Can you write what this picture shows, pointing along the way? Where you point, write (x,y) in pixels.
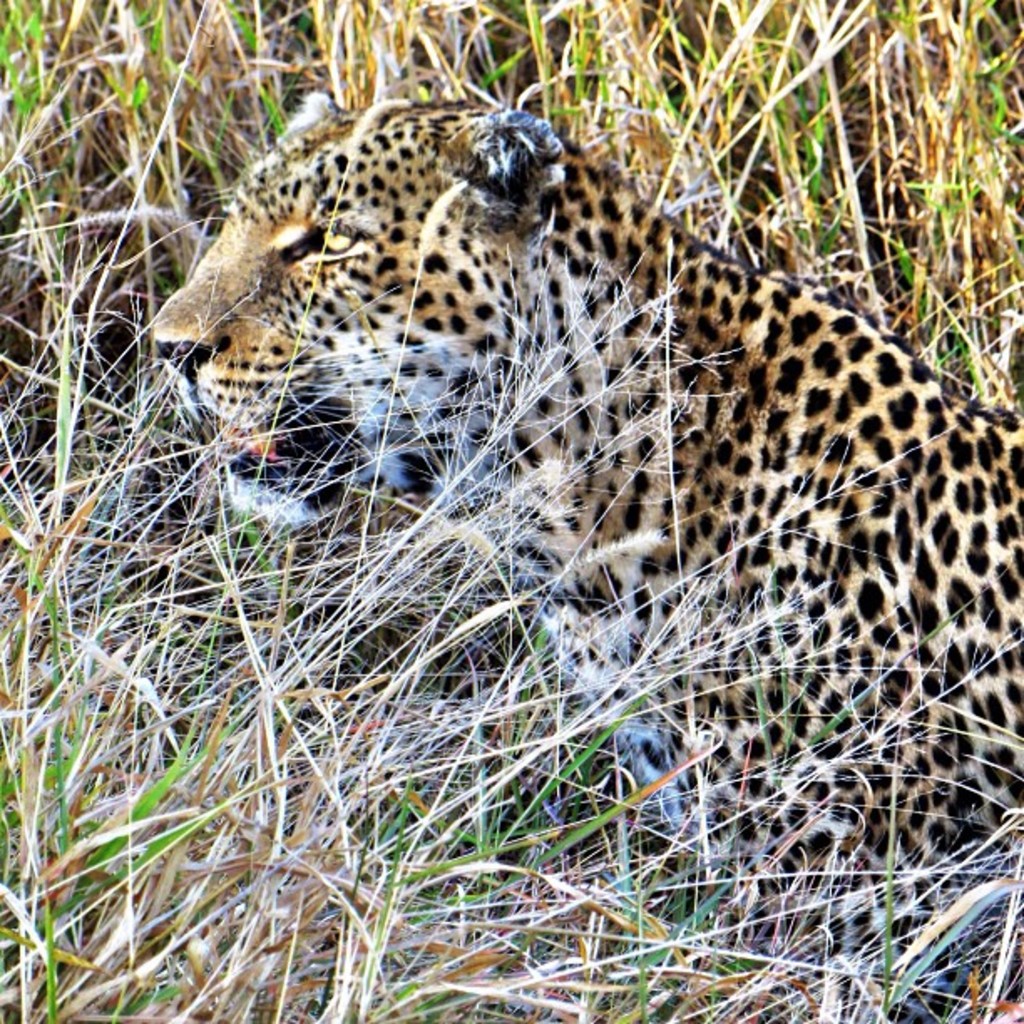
In this picture we can see a leopard (1005,792) sitting in the field (487,658).
